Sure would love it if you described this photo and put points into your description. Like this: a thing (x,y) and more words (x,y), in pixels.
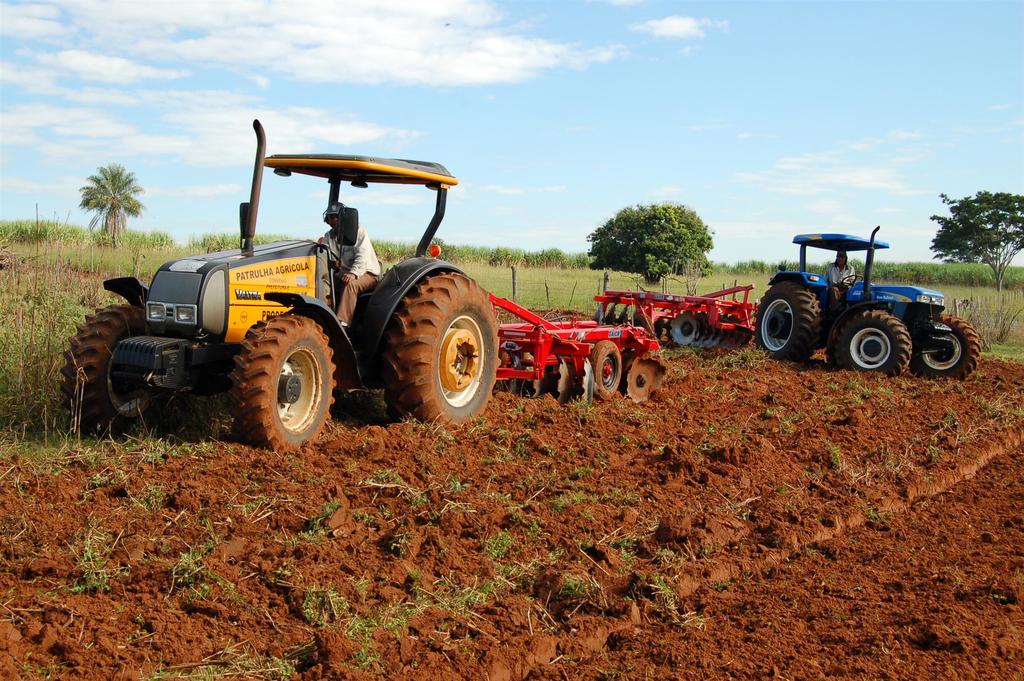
In this image two vehicles (483,388) are on the land (722,528). Left side (330,215) a person (358,269) is sitting in the vehicle (371,305). He is wearing a cap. Background (48,300) there are few plants (52,378) and trees (654,275). Top of the image (515,139) there is sky (392,81) with some clouds (334,14). Right side (857,318) there is a person (836,272) sitting in the vehicle (823,286).
